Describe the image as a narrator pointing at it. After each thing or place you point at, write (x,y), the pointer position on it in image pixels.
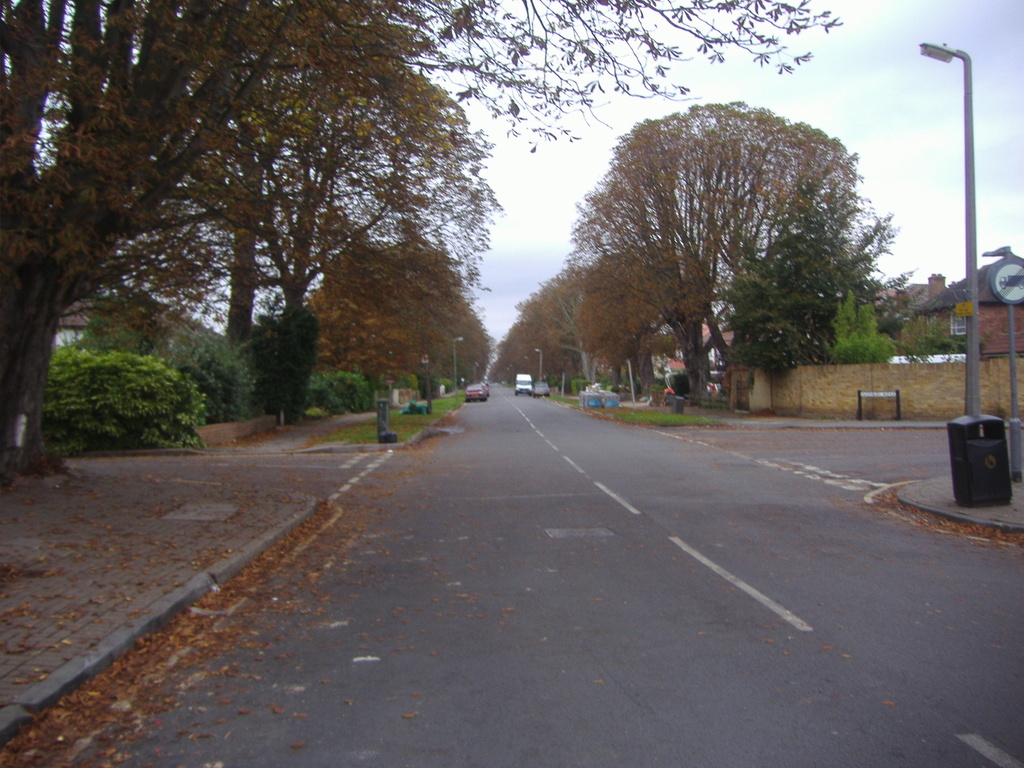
In this image there are a few vehicles (518,380) on the road (501,427), on the either side of the road (474,454) on the pavement (121,541) there are lamp posts (456,390), trash cans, beside the pavement (851,420) there are trees (842,340) and houses (989,276).
